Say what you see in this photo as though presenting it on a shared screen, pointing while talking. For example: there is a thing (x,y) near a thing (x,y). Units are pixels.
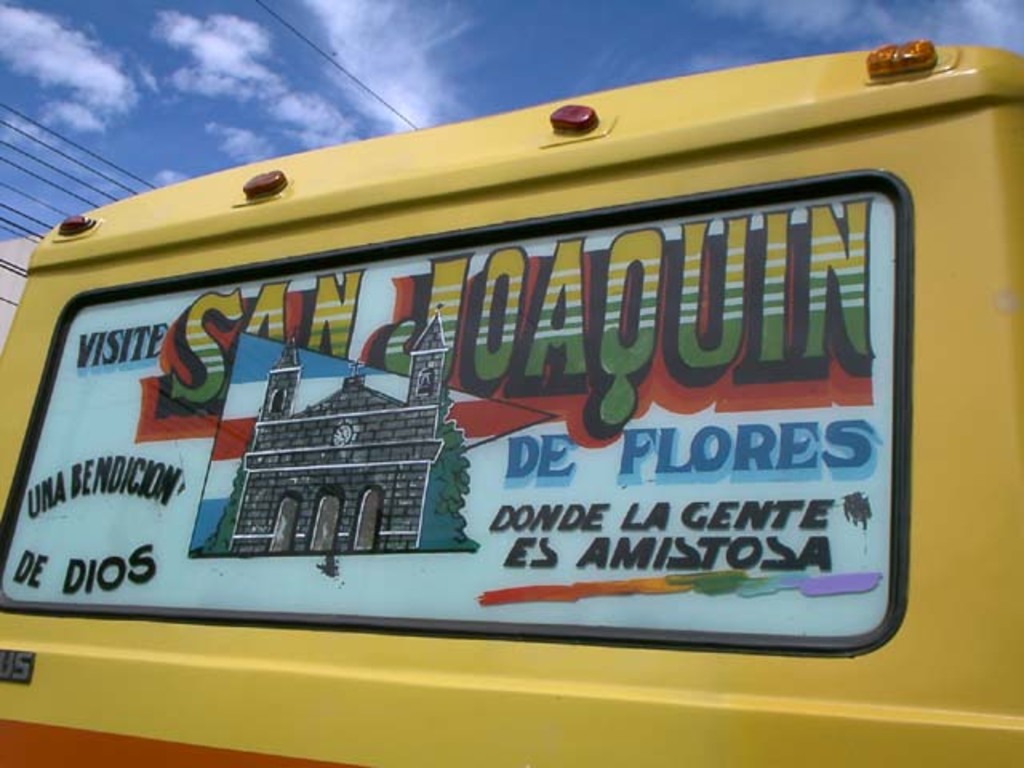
In the foreground of this image (651,543), there is a vehicle (551,738) and a poster (445,481) on it. At the top (133,140), there are cables (40,179), sky (335,75) and the cloud (147,82).
